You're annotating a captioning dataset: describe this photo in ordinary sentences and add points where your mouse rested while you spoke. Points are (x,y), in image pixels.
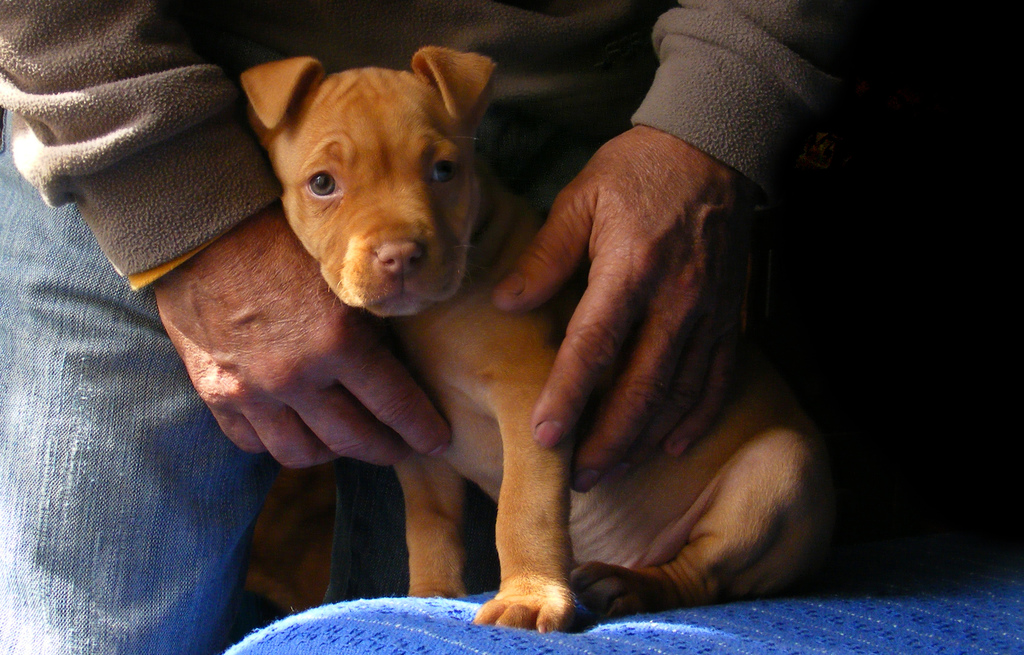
On the left side (140,368), there is a person (193,79) in a jean pant (144,417), holding a dog (356,95) which is on the blue color cloth (857,618). And the background (923,39) is dark in color.
